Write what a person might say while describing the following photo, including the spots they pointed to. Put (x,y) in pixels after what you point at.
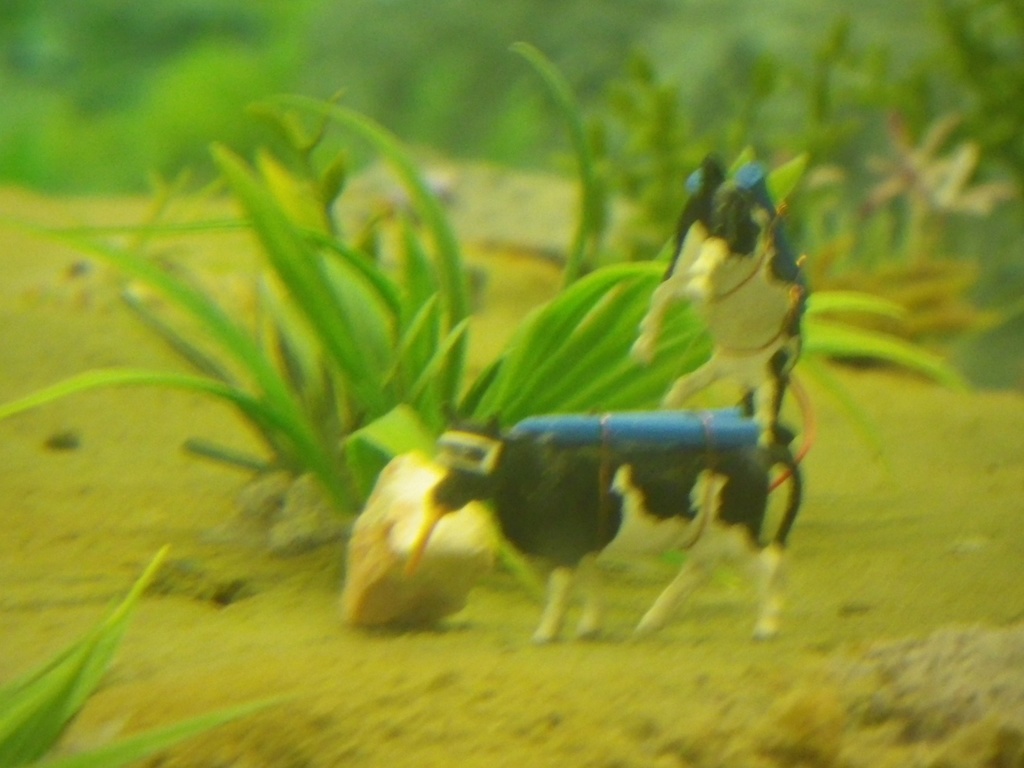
In this image there are plants (648,279), there is ground (184,709) towards the bottom of the image (584,629), there is a cow (676,527) standing, there is a cow (728,309) jumping, there are objects (426,600) on the ground (911,621), at the background of the image (352,80) there are trees (410,79), the background of the image (1000,157) is blurred.
